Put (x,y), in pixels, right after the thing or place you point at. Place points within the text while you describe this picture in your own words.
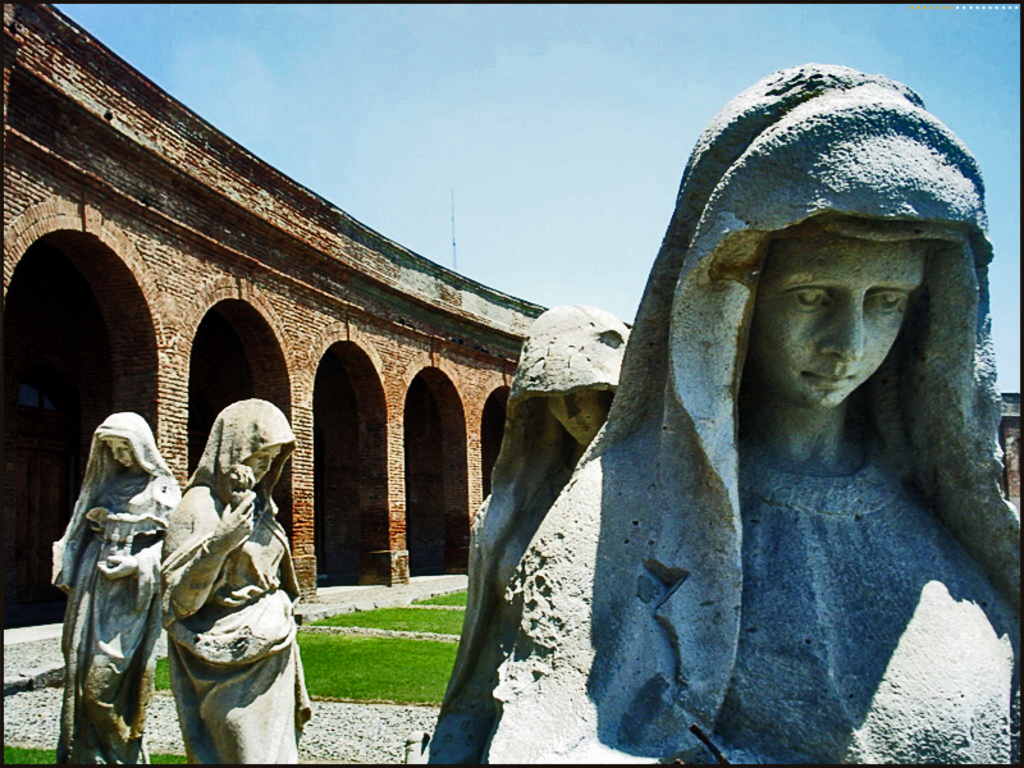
In this picture I can see statues (539,473) and grass (376,686) on the ground (376,686). In the background (302,468) I can see a building (348,386) and the sky (497,153).
